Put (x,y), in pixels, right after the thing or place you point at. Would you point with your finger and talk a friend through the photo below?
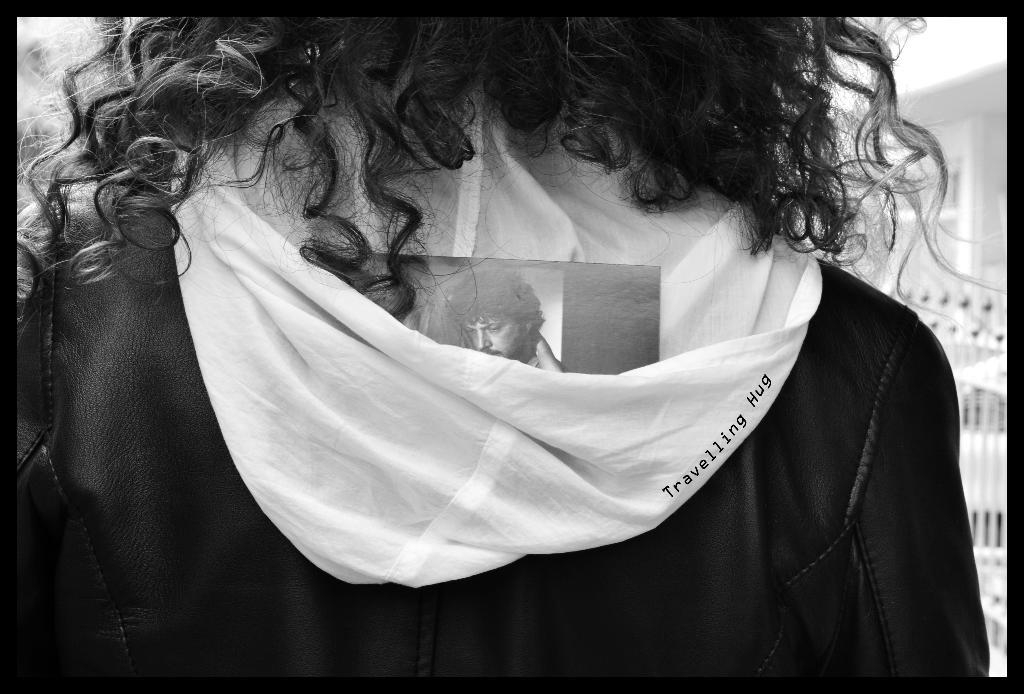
In this image we can see a person (510,454) wearing a jacket (863,424).
